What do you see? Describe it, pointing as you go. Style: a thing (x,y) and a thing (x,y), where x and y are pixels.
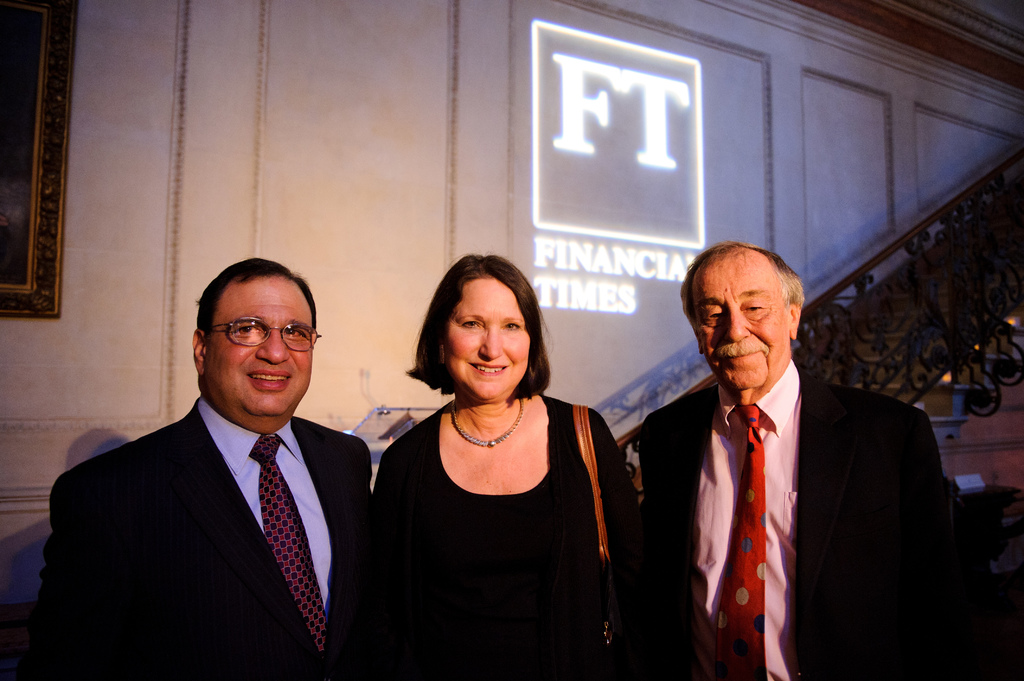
In the center of the image (523,274) there are three persons (747,250) standing. In the background of the image (393,309) there is a wall (540,3). There are staircase (899,264) and staircase railing (847,284).
